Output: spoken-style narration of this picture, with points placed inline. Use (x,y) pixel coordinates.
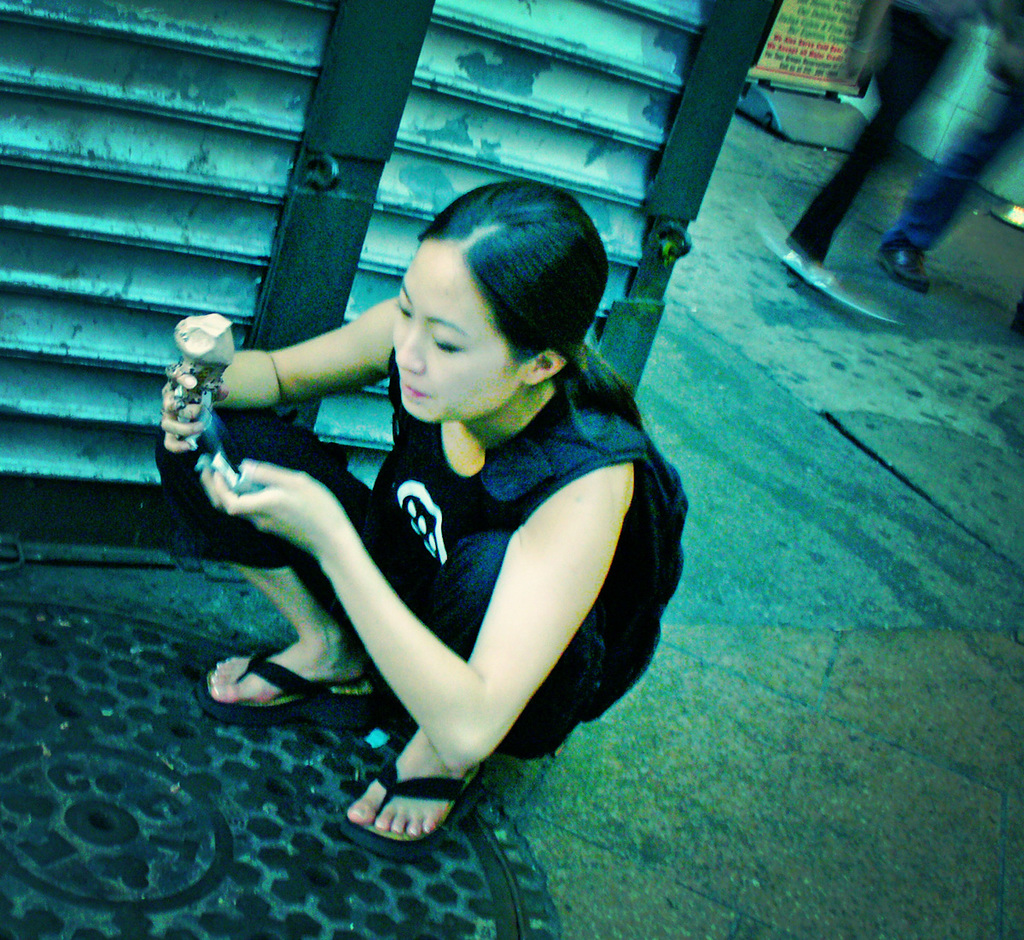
In this picture I can see a woman (493,650) holding a ice cream (191,422) in her hand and looks like a human (861,148) standing and I can see a board (799,61) with some text (782,60) on the top right corner (783,24) and I can see a manhole lid (167,787) on the ground (297,735) and a metal shutter (33,548) on the left side (322,160).
